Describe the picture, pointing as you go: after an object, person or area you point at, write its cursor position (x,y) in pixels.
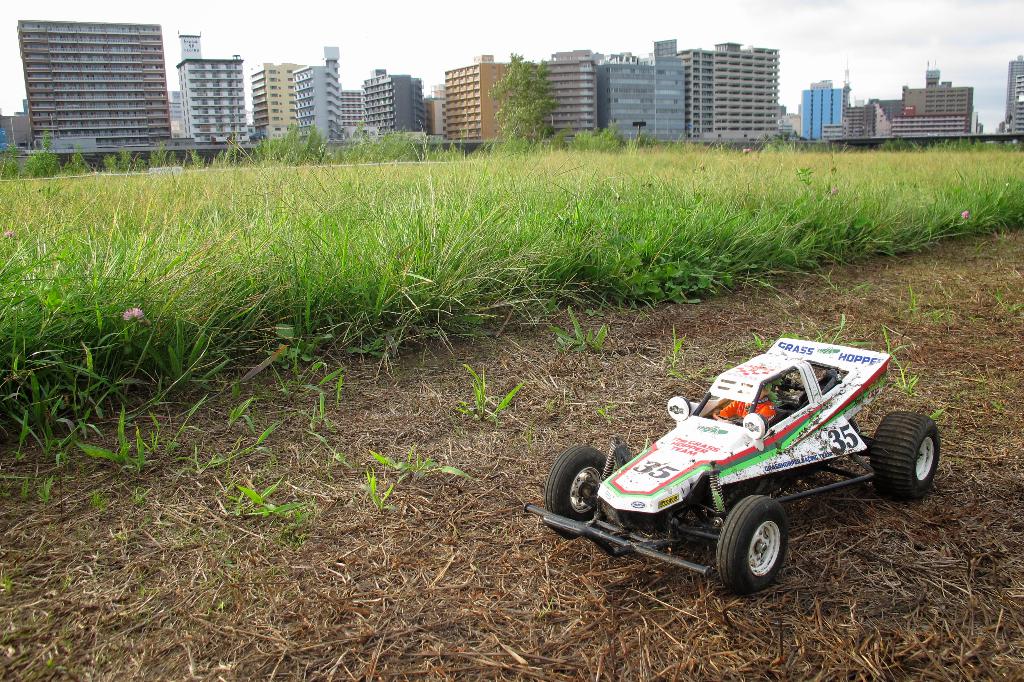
In this image there is the sky (665,28), there are buildings (91,91), there is a building (1018,109) truncated towards the right of the image (1020,79), there is a tree (527,80), there are plants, there is a toy car (780,468), there is a toy figure (738,416) inside a car (759,400).
